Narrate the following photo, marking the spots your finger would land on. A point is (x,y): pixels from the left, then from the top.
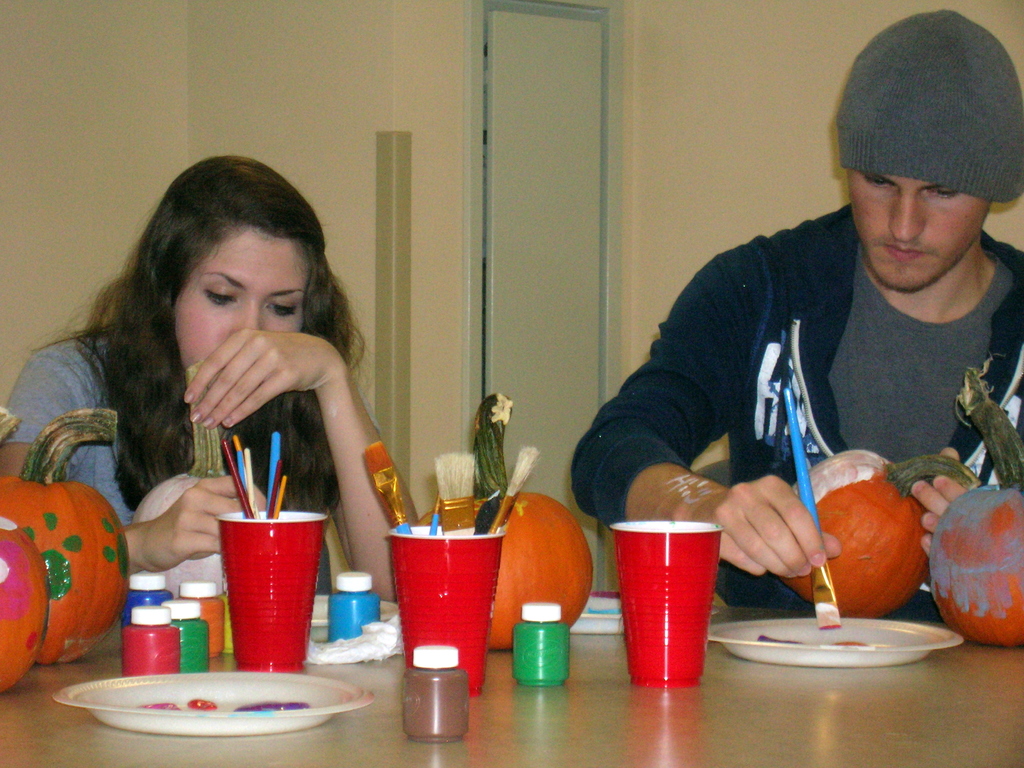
At the bottom of the image (497,674), on the table (782,698) there are color bottles (432,653), cups (462,554) with painting brushes (274,492) and some other things (240,495) in it. And also there are pumpkins (176,486) on the table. Behind the table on the right side (889,345) there is a man (734,564) with a cap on his head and he is holding a painting brush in his hand (772,552). And on the left side of the image (228,480) there is a lady (166,379). Behind them there are walls (747,219) with a door (467,138).
